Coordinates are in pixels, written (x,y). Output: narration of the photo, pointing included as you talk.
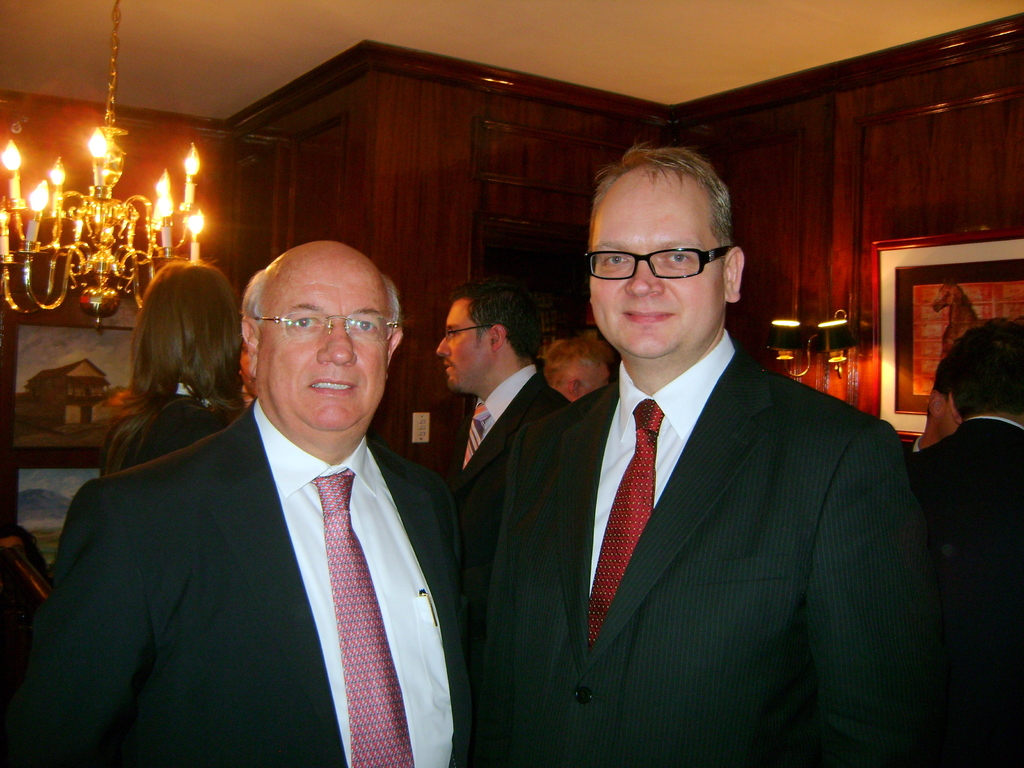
In this image there are some persons (562,588) standing in the middle of this image (605,289). There is a wooden wall (587,214) in the background (569,204). There is a photo frame (901,336) on the right side of this image (896,365) and there is a candle lights (127,257) on the left side of this image (100,218), and there are some photo frames (93,392) on the left side of this image (93,429).
